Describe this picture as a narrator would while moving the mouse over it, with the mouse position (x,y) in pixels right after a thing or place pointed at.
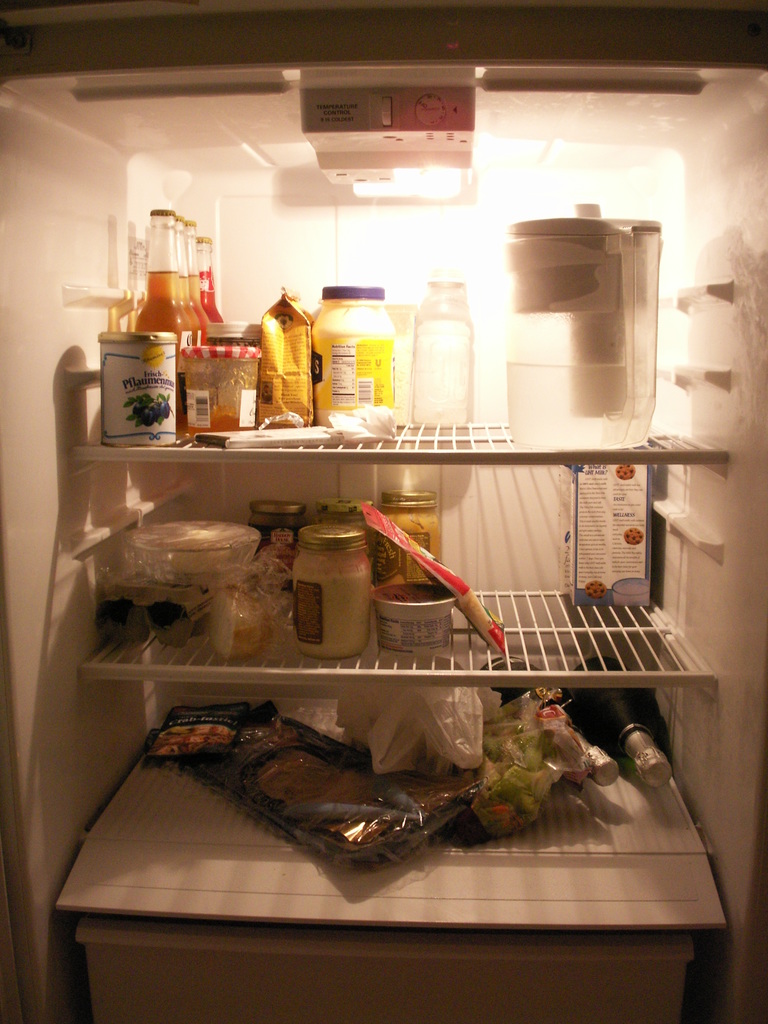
This is inside a fridge (217,486). There are racks (440,440), box (527,980) and light (407,192). On the racks (467,442) there are bottles (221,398), packets (381,784) and many other items (392,568). At the top (390,126) there is a button (385,103).
